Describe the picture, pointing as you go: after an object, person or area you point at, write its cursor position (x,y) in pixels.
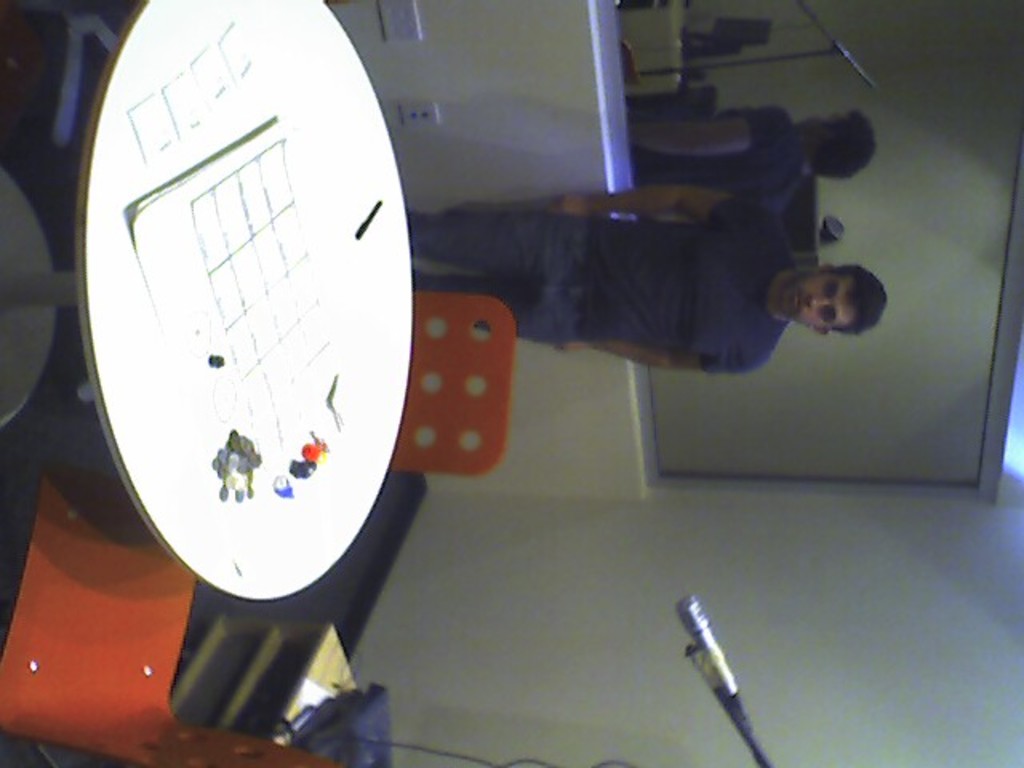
To the left corner of the image (265,208) there is a table (368,372). Behind the table (261,373) there are two orange chairs (168,667). To the bottom of the image (273,711) behind the chair (193,742) there is a small cupboard (287,688). And also to the bottom right of the image (728,698) there is a mic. In the background (664,267) there is a man (649,268) with blue t-shirt (758,231) is standing. Behind him to the wall (411,56) there is a glass (906,261). Below the glass (848,98) to the wall (656,650) there is a switchboard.
